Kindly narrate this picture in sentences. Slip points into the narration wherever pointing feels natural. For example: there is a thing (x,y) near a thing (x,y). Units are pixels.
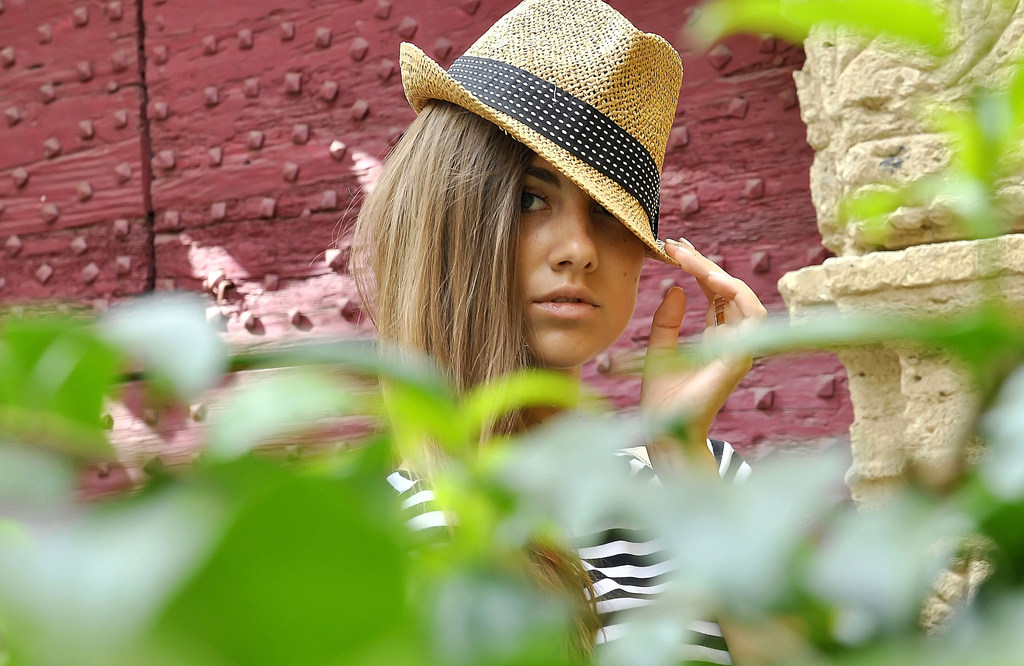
In this image we can see a woman (592,571). She is wearing a hat (582,188) and T-shirt (634,535). Behind her, we can see the wall (766,192). At the bottom of the image (417,583), we can see leaves (698,484).
